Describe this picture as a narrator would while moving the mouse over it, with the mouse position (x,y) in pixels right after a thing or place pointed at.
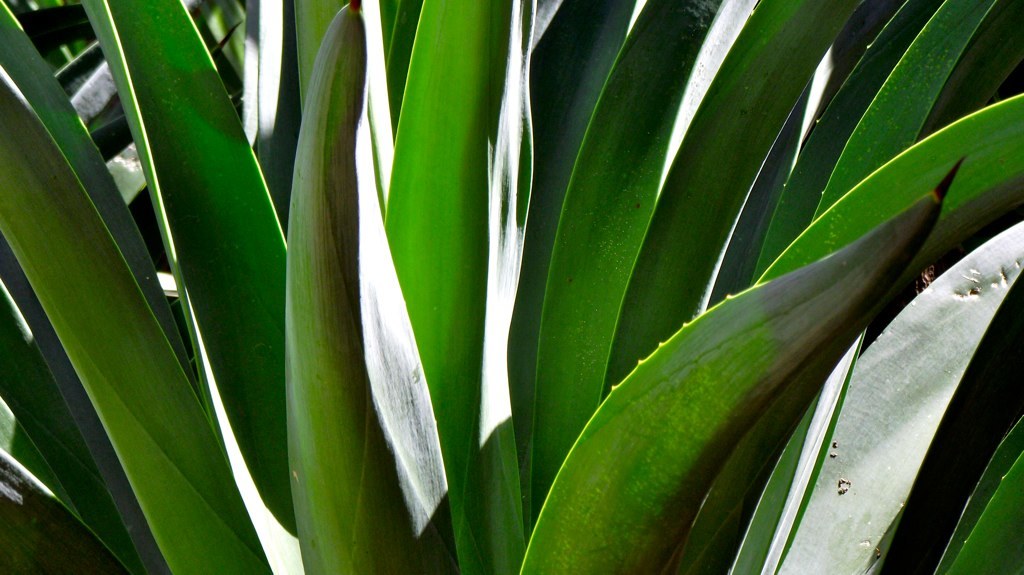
In this picture we can see agave plants (387,271).
